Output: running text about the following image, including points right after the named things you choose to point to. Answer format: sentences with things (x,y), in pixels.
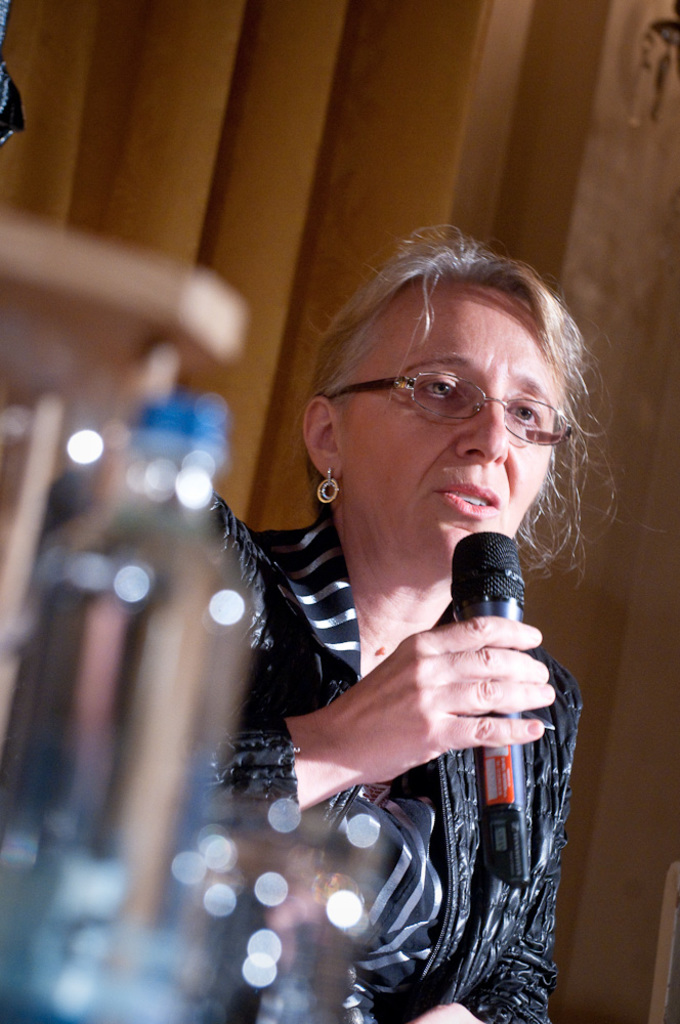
In this image there is a woman (443,906) who is holding the mic (512,559) with her hand (443,639) and in front of her there is a bottle (142,708). At the background (130,105) there is a curtain (353,114).
